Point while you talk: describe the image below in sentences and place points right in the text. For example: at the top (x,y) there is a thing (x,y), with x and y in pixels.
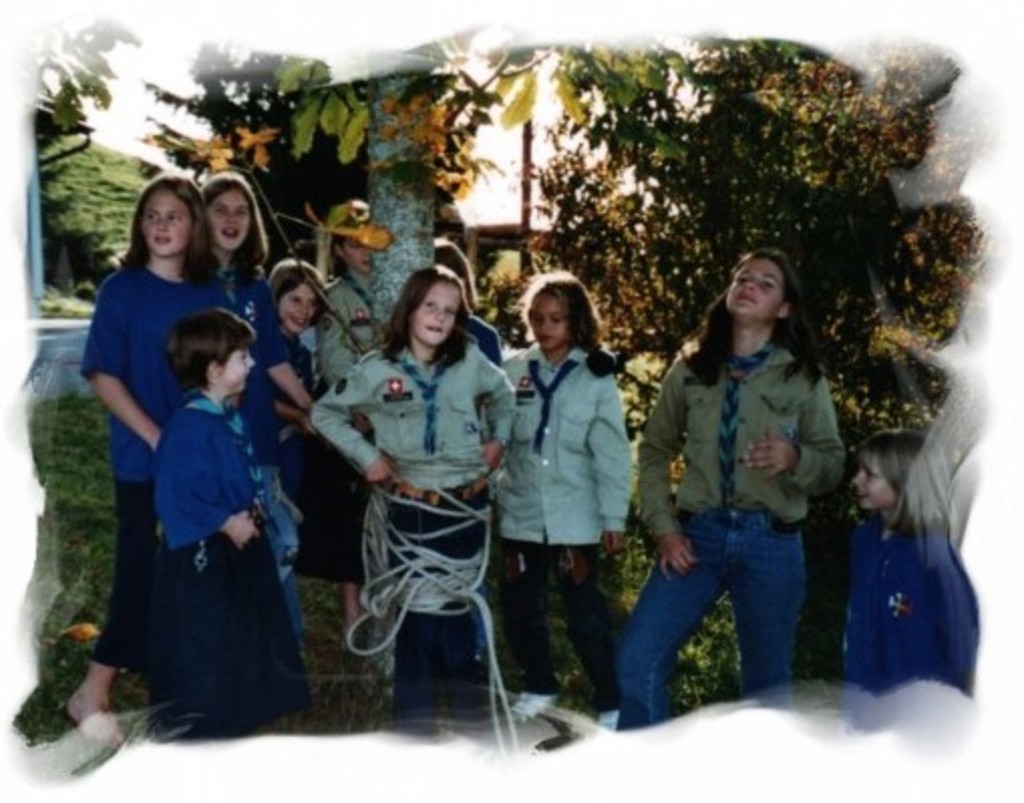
In this image we can see few people (536,500). Here we can see grass (142,717), rope (404,599), and trees (304,70). In the background (185,32) there is sky (157,115).
